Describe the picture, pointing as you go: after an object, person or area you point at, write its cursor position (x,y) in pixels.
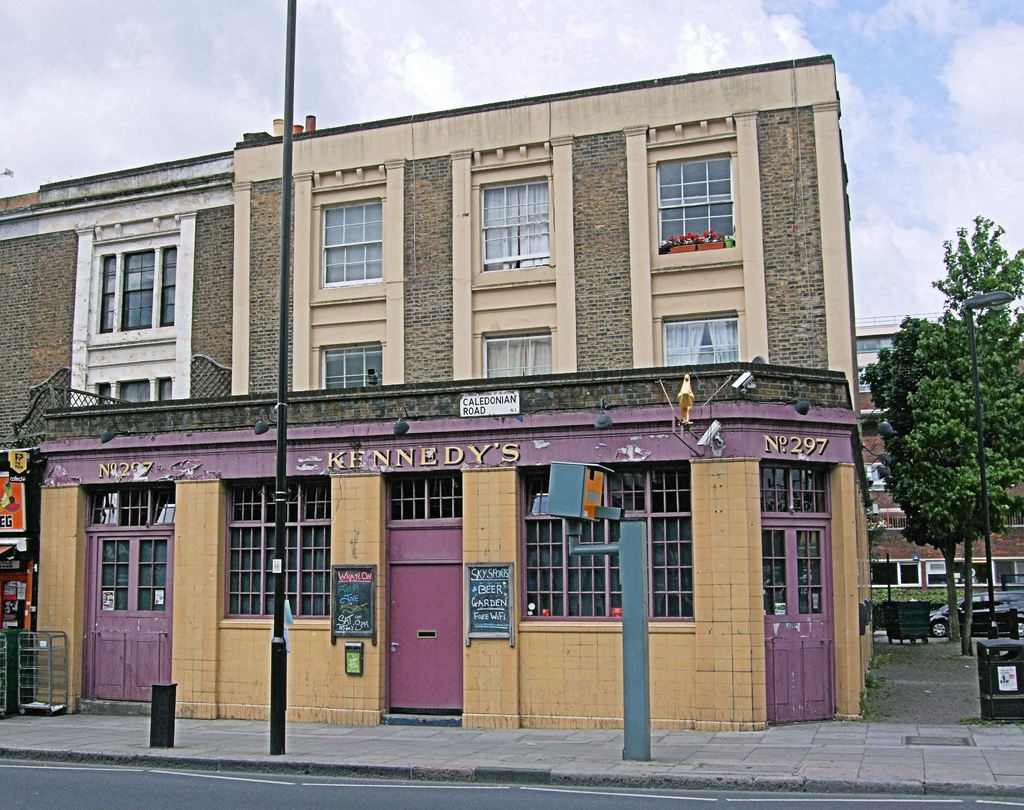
In the center of the image (361,410) we can see pole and building (263,592). In the background (912,386) we can see trees (914,419), buildings (865,411), sky (485,88) and clouds (265,55).
